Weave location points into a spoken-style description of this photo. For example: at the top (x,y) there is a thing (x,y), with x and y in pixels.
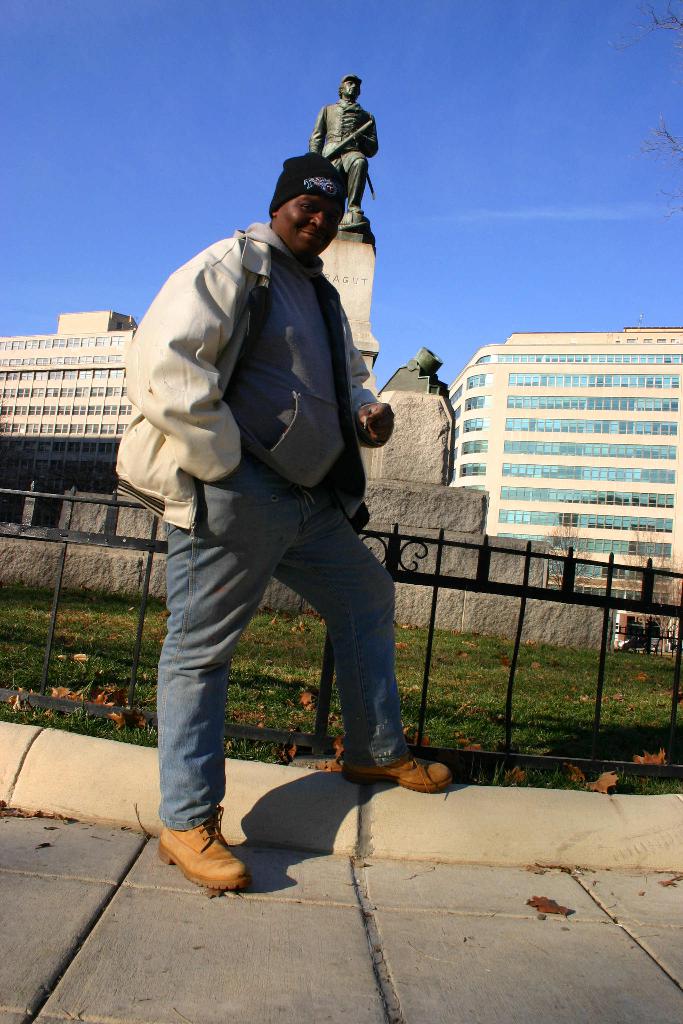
In the front of the image (322,741) there is a person (213,834), railing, grass (614,715), statue (334,243) and stone (403,404). Person (305,391) wore a jacket (240,343) and cap (324,170). In the background of the image (566,389) there are buildings (470,383) and sky (410,184).
